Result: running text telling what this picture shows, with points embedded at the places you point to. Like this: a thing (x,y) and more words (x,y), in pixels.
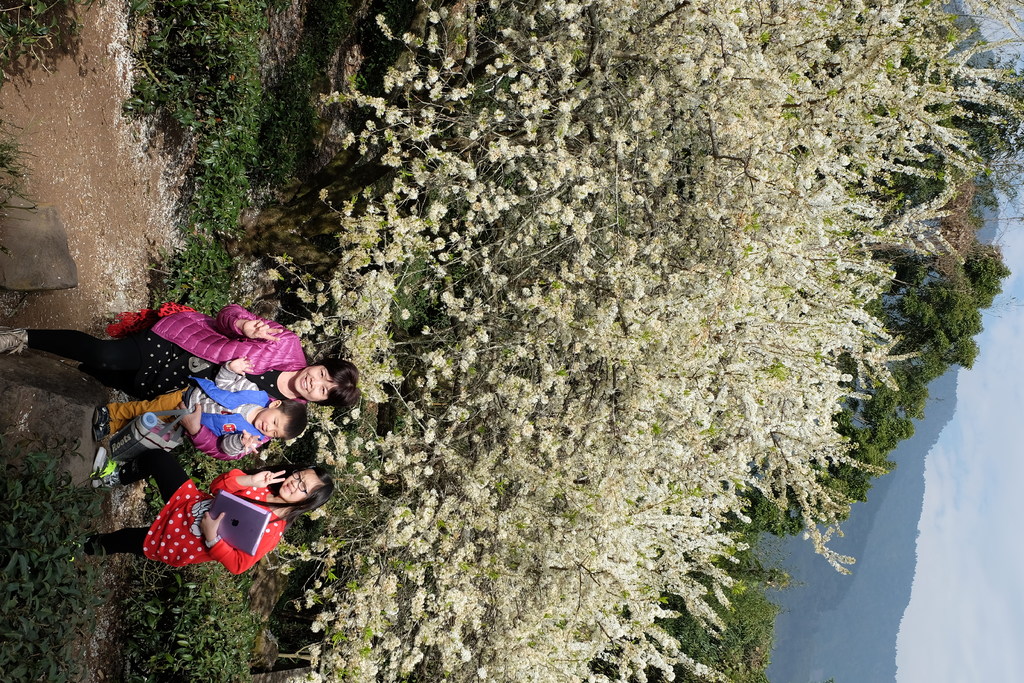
This picture is clicked outside the city. On the left (316,382) we can see a woman (225,351) holding a baby (231,404) and standing on the ground (110,643) and there is a girl (275,512) holding a device (241,525) and standing on the ground (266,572). In the background (961,401) we can see the sky (985,593), hills (788,629) and trees (477,145) and the plants (159,44).
